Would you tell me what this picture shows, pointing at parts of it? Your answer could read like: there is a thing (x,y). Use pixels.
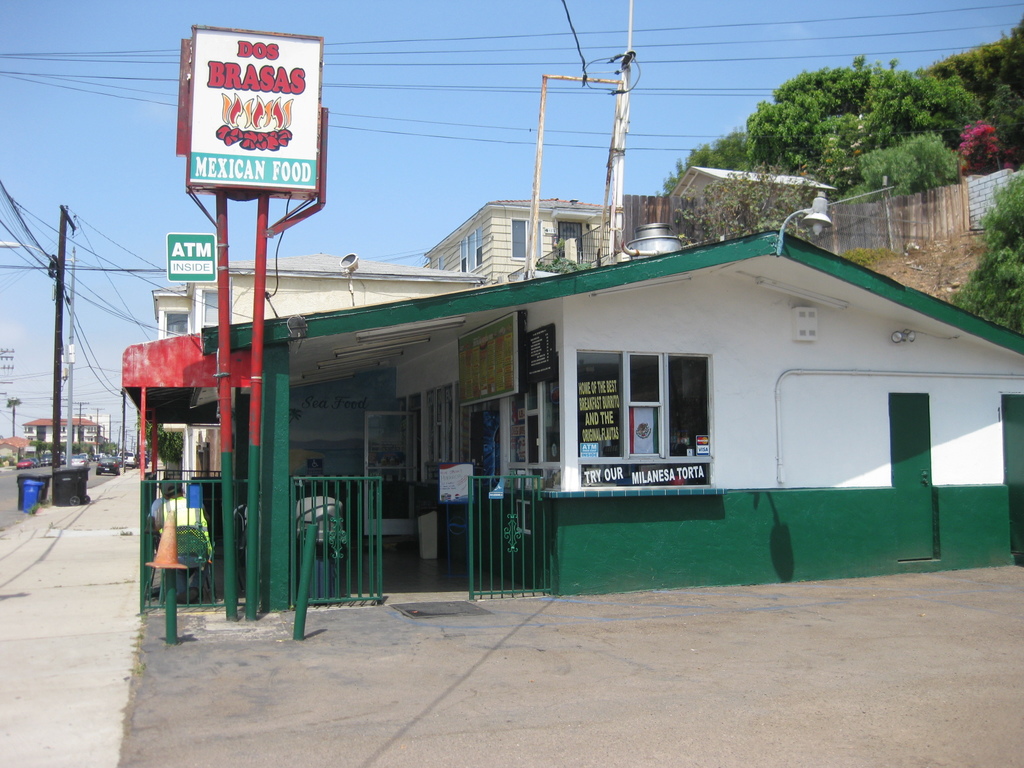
In the foreground of the picture (634,252) we can see board (276,116), buildings (616,333), pole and road (436,627). On the left (58,449) we can see current poles (61,263), cables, vehicles (24,463), dustbins (74,484), footpath (53,592), buildings (48,429) and various objects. On the right (871,84) there are trees (816,171), building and wall (976,212). At the top (454,63) we can see cables (489,90) and sky (488,72).
